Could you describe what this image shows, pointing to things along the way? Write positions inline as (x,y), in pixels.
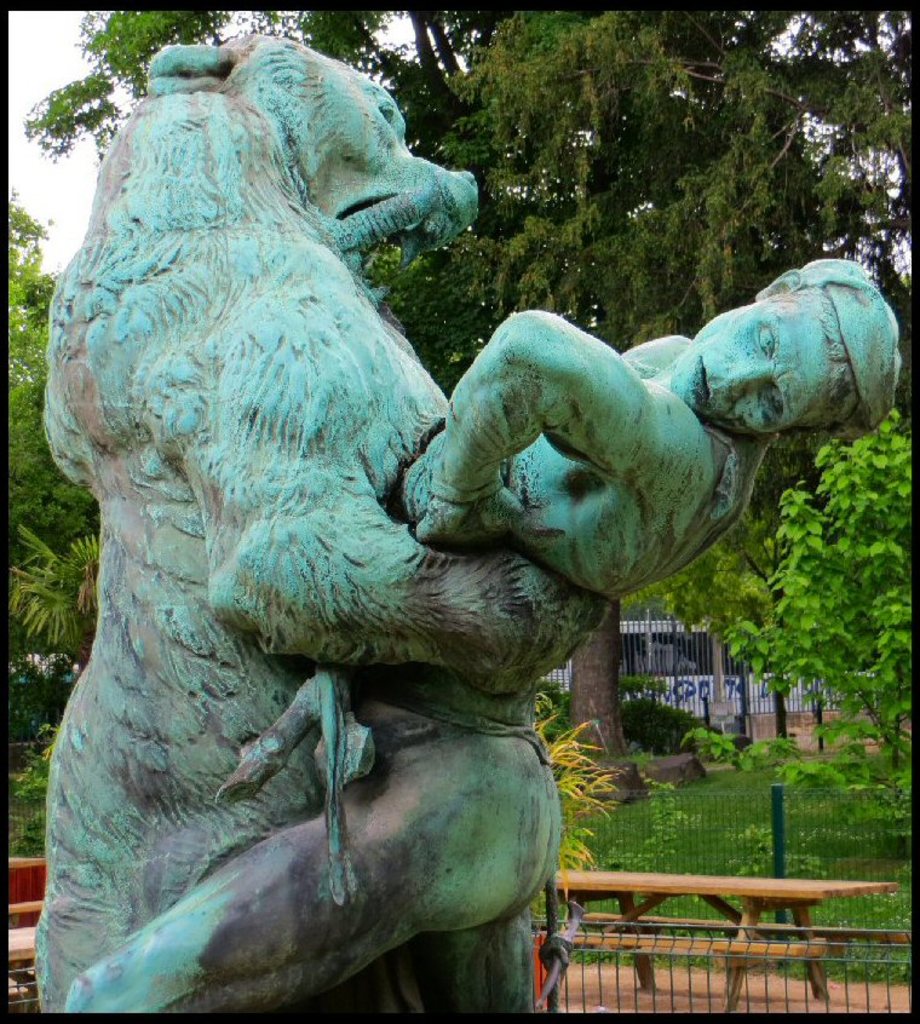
In this picture we can observe a statue (277,349) of an animal (154,659) and a human (812,375). There is a brown bench (634,939) and a table (674,887) on the ground (588,967). In the background (561,226) there are trees (509,265) and a sky (33,83).
